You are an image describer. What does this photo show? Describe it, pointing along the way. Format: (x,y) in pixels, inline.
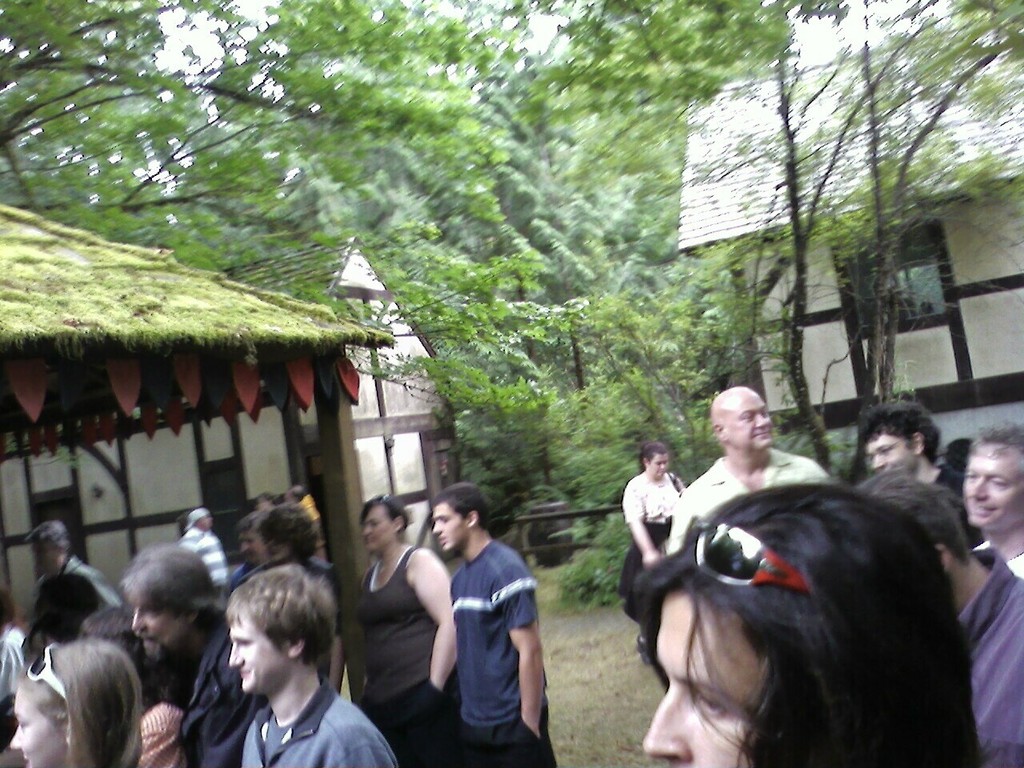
In this image I can see a group of people (465,640) are standing on the ground (573,706) and buildings (353,503). In the background (578,501) I can see trees (627,350), plants (618,541), window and the sky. This image is taken may be during a day.
